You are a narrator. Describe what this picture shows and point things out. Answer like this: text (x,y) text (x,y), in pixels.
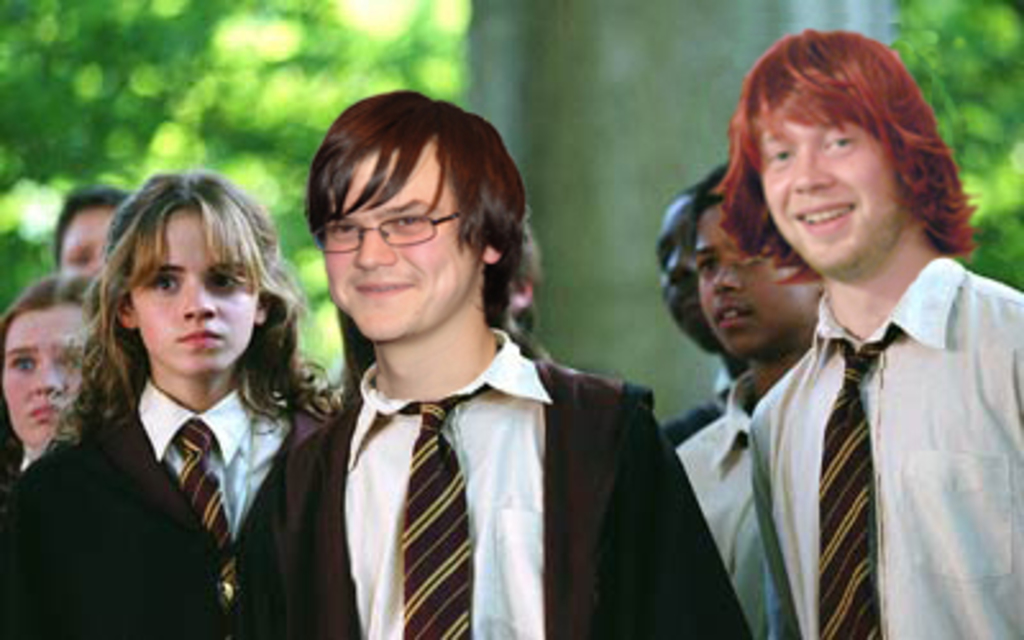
In this image there are a group of boys (595,415) towards the bottom of the image (336,498), there are girls (251,361) towards the bottom of the image (201,470), they are wearing uniforms (675,438), there is a pillar (612,138) towards the top of the image (615,118), at the background of the image (313,123) there are trees (195,73), the background of the image (183,70) is blurred.
